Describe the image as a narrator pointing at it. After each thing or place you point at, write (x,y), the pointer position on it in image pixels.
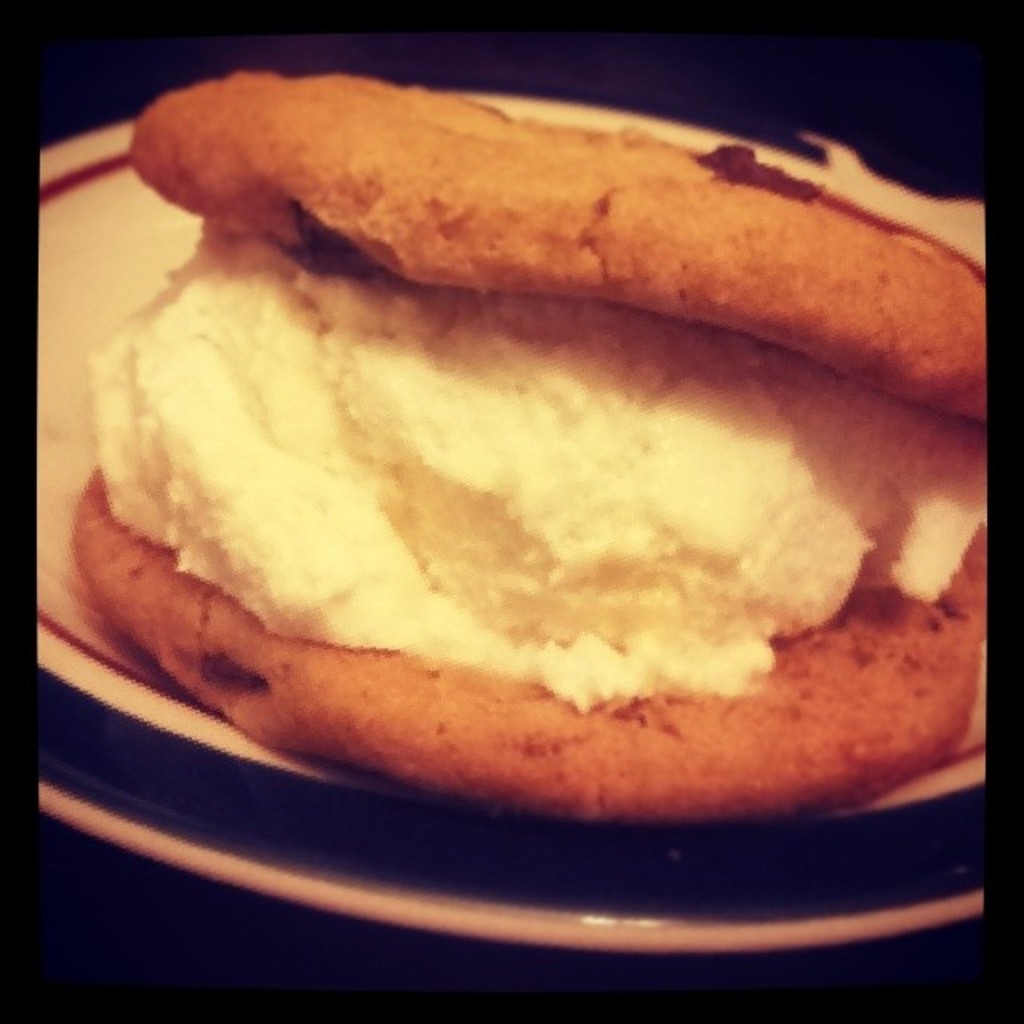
In this picture we can see food (392,467) in the plate (79,695).
